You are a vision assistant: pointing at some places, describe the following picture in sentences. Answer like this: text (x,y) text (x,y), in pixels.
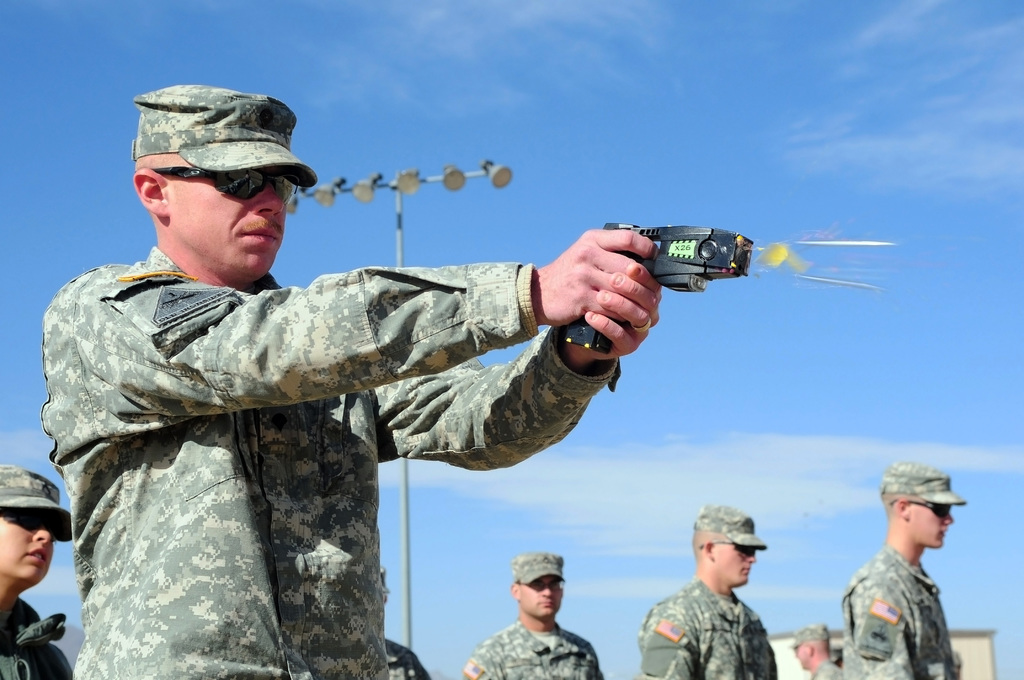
In this picture, we can see a few people (415,653), among them a person (282,334) is firing a gun (681,263) and we can see the pole (400,196) with lights (496,171), and we can see a house (977,677) on the bottom of the picture (792,679).
